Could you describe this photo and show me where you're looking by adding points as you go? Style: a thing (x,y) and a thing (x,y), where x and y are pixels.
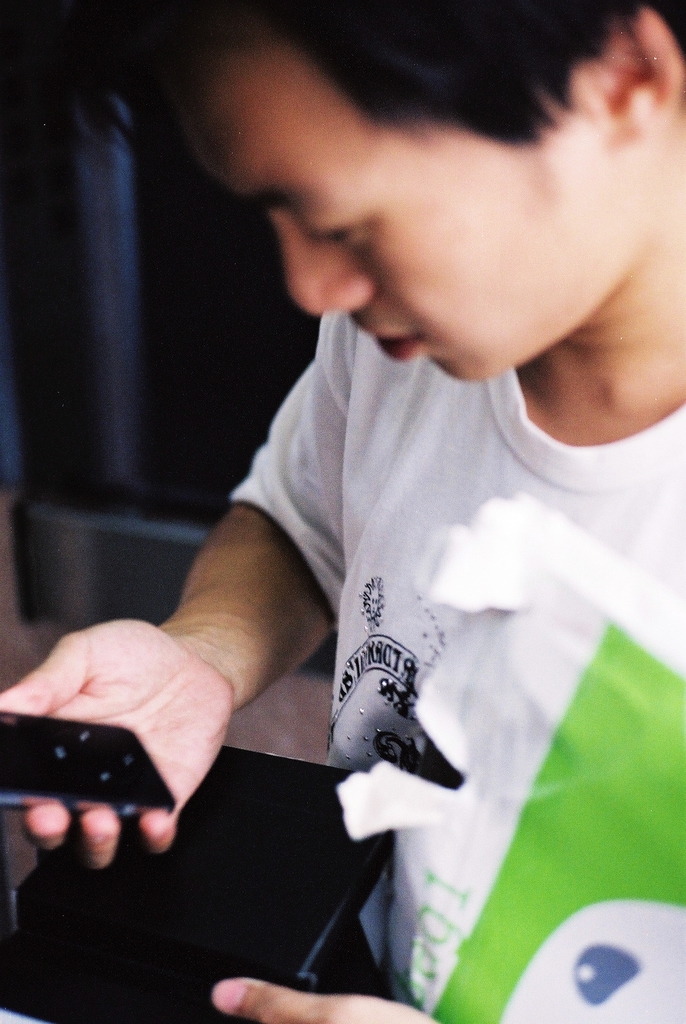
In the picture, a man (380,499) wearing white shirt (446,492) is holding mobile phone (104,766) in his hand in his left hand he is holding a file (281,889).
